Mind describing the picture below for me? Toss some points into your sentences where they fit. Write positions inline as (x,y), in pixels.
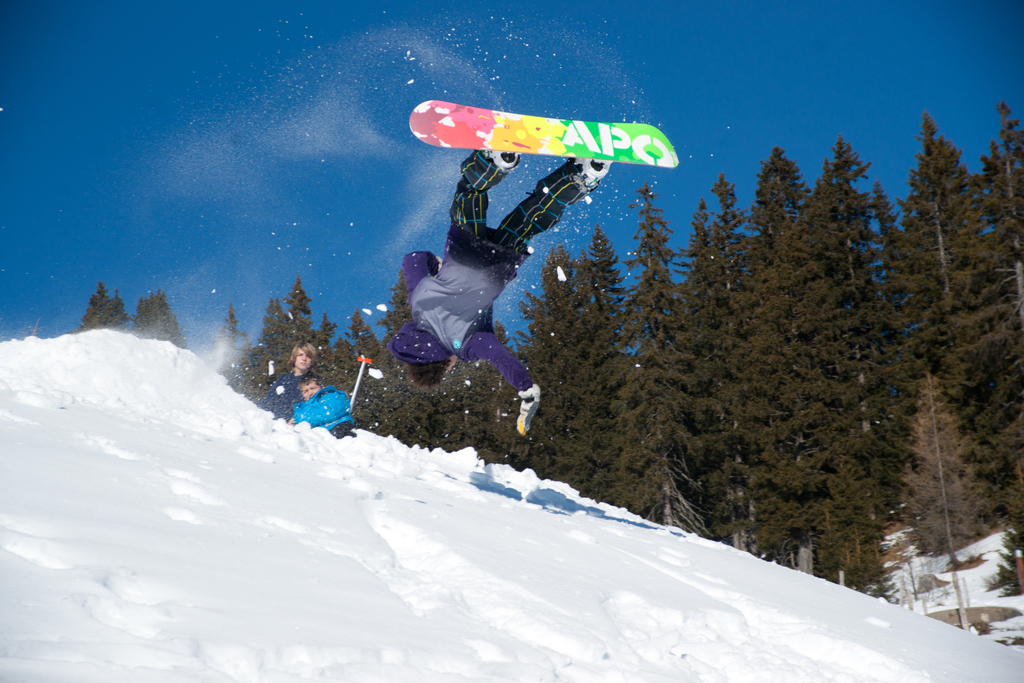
There is a man (492,152) on the snowboard (490,130) in the air (402,95) in the foreground (426,375), there is snow (440,496) at the bottom side (386,501). There are people (296,413), trees (732,319) and the sky (369,259) in the background area (369,259).
